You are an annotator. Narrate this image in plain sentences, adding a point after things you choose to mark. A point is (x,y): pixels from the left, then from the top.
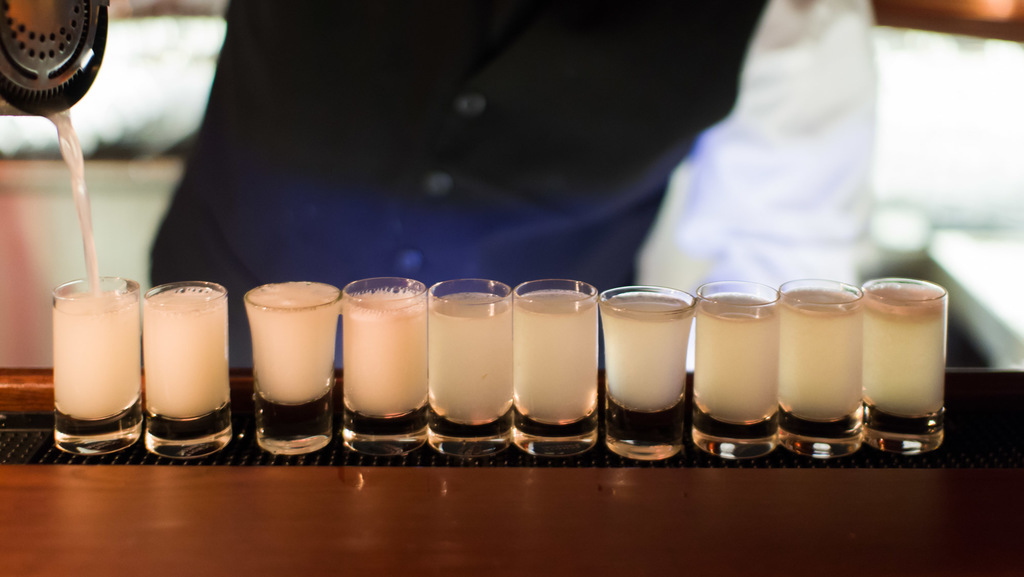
We can see glasses (483,347) with drink (136,370) and container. In the background (381,212) it is blur.
